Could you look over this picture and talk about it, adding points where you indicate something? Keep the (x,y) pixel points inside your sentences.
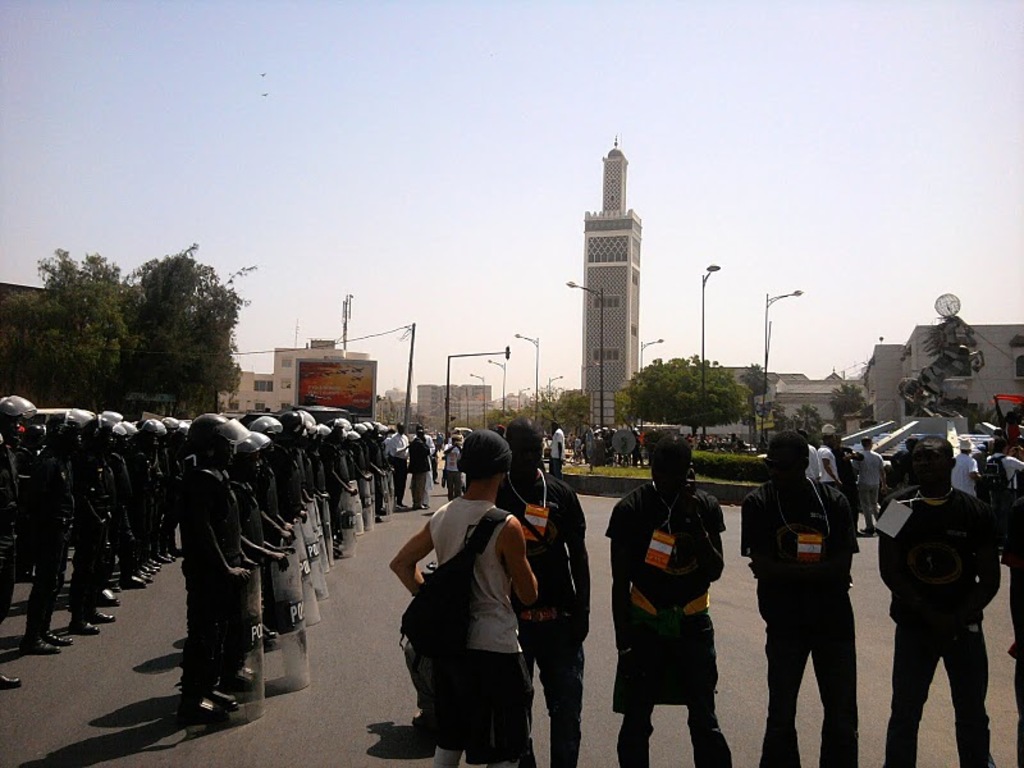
In this picture we can see so many people (533,623) are standing on the road (45,738), behind we can see some buildings (425,412) and trees (214,391).
